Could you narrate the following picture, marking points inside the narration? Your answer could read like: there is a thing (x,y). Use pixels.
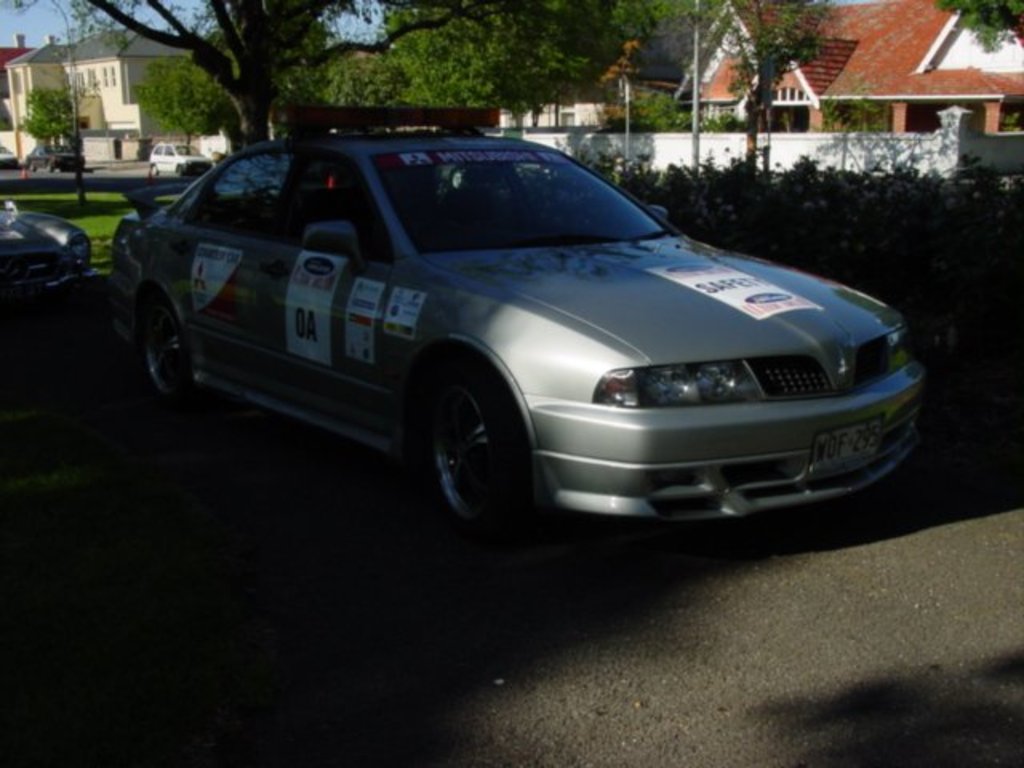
The silver car (499,279) is highlighted in this picture. Beside this car (667,347) there are plants (896,226). There is a house (917,56) with a red roof top (882,70) with red pillars (900,108). Far there are number of trees (294,53) with green color. Grass (110,239) is in green color. Far 2 vehicles (160,158) are travelling on a road (106,173). A house (113,49) with ash roof top (94,42) and white wall (116,94). Sky (40,23) is in blue color.
